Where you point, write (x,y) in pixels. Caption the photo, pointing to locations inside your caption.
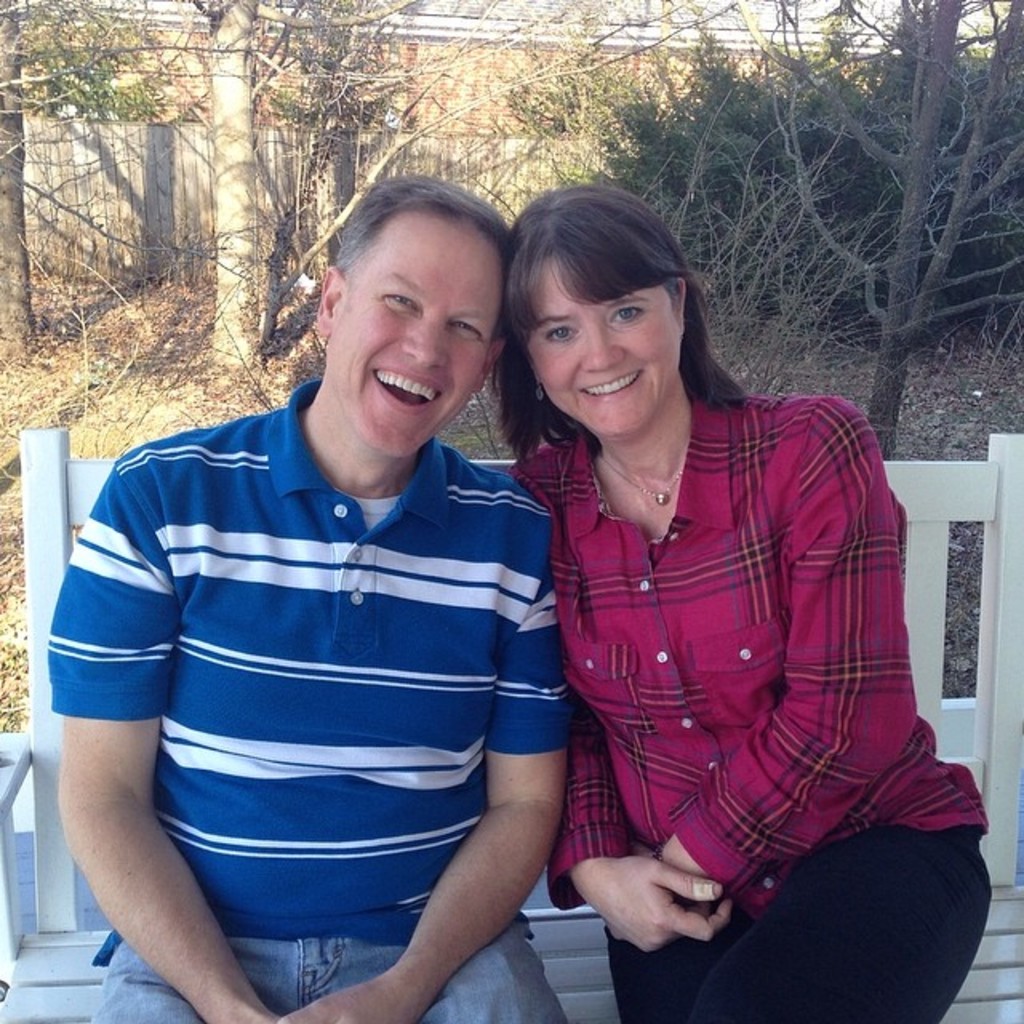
In the picture we can see a man (220,717) and a woman (809,719) sitting on the bench (986,597), which is white in color and they are smiling and in the background (207,329) we can see grass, plants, and poles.
